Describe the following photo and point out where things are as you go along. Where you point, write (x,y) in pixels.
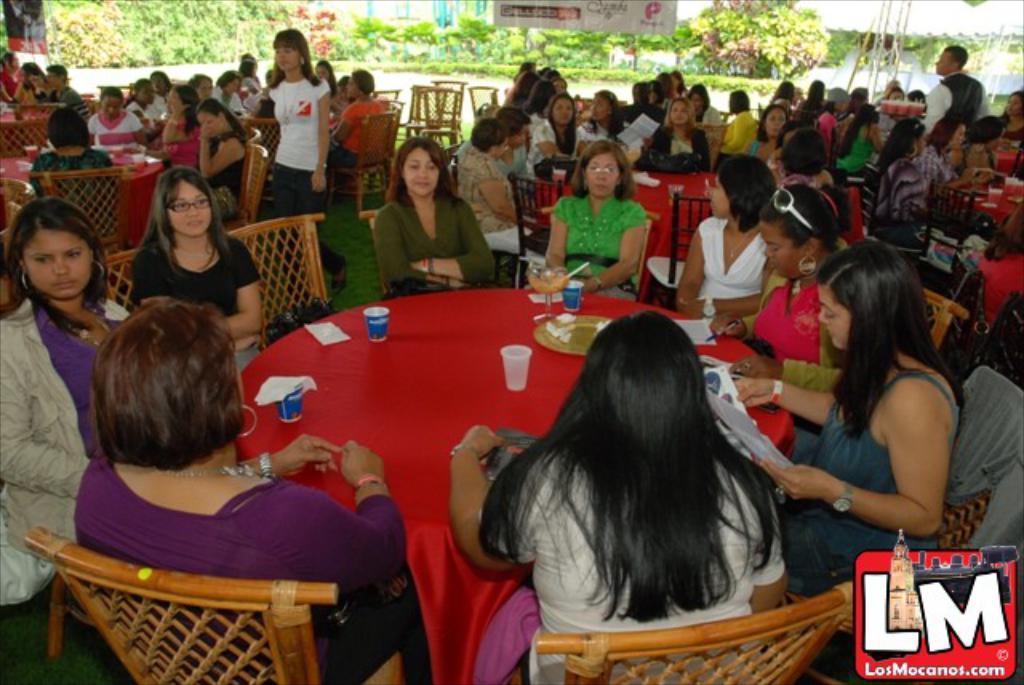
The picture is taken from a restaurant. In the foreground of the picture (494,382) there is a table (412,400) covered with red color cloth (429,357) and woman (231,285) seated in chairs (200,593), on the table (436,362) there are glasses (518,349), plates (592,334) and papers (741,436). In the background (945,171) there are many women (904,147) seated around tables (851,193) in chairs (489,94). On the top of the background (98,29) there are trees (525,35) and banners (531,17).
